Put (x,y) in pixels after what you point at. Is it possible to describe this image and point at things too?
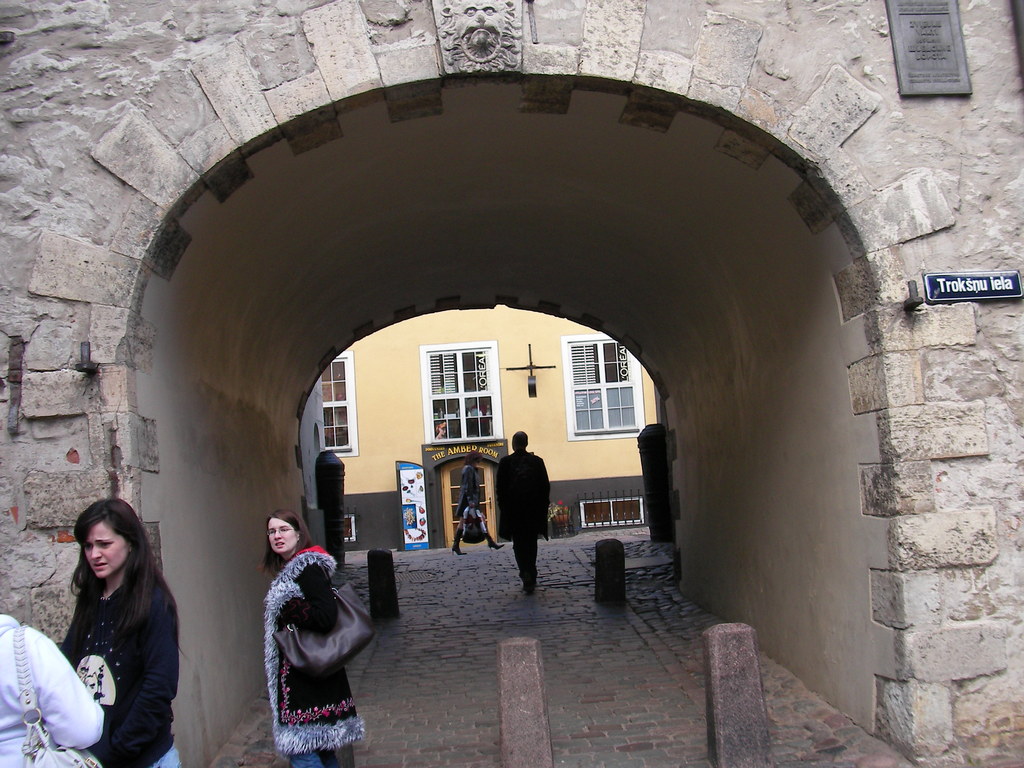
In this image there are people (55,728) on the left corner (173,767). There is floor (643,691) at the bottom (643,691). There are people (314,601) and it looks like an entrance (884,616) in the foreground (702,650). There are people (523,578) and a building (491,466) with doors (448,525) and text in the background (428,438). There is text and a frame (913,17) on the right corner (1007,291).
